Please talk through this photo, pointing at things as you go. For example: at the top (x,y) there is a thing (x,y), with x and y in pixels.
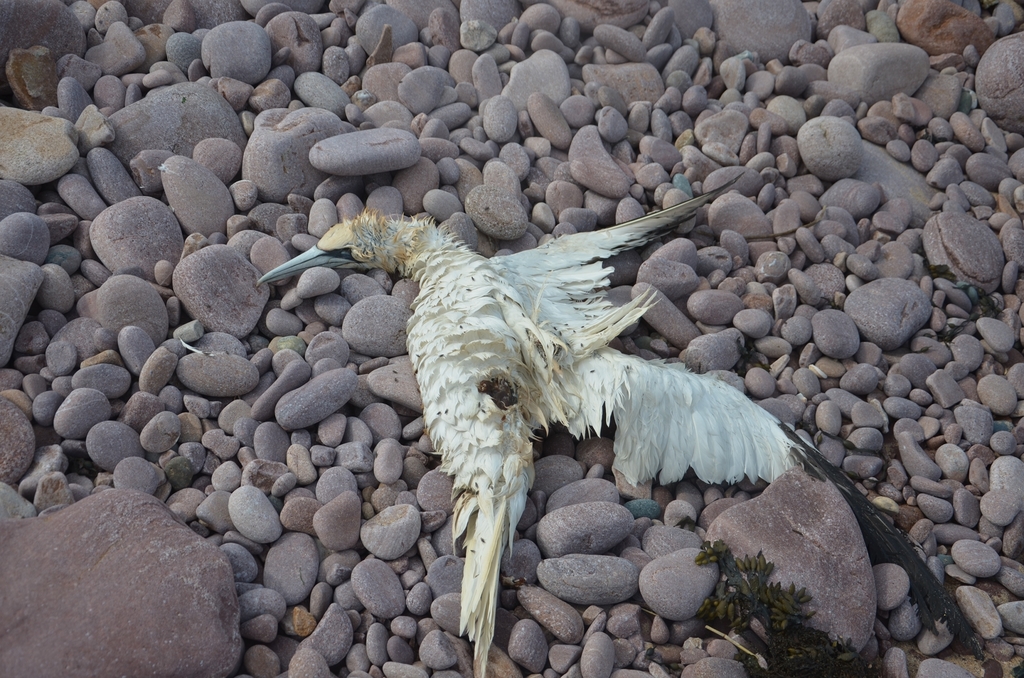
In this image we can see a bird (650,378) in white color lying on the stones (234,366).
